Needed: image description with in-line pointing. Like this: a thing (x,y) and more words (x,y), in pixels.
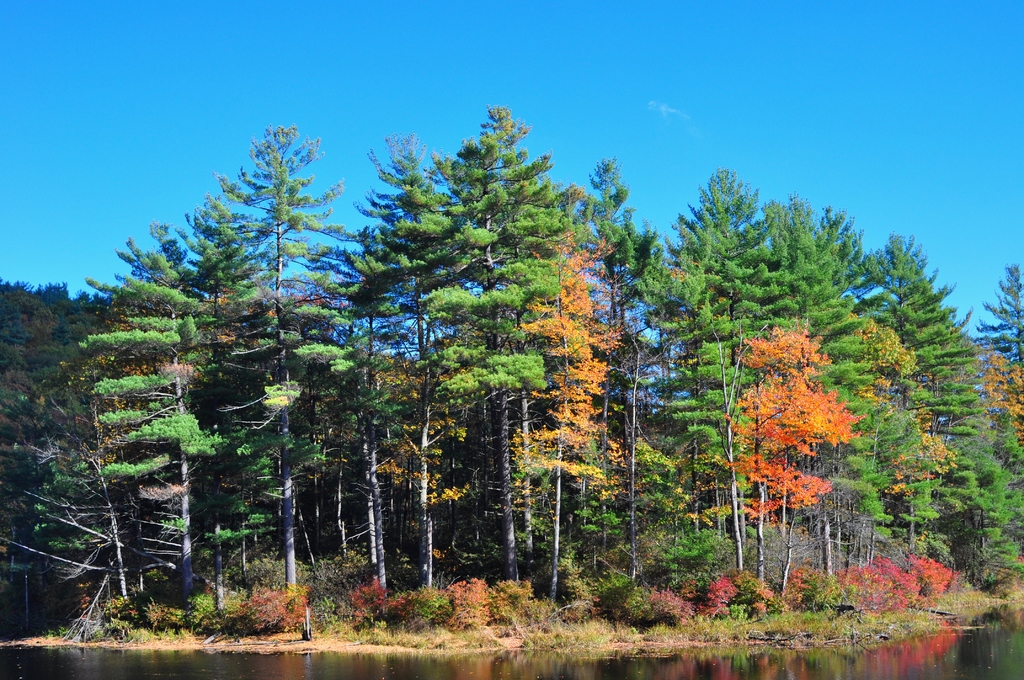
In this image we can see many trees (569,385) and plants (376,598). There is the sky (509,67) in the image. We can see the reflections (592,666) of the trees (425,577) on the water surface (815,672) of the lake (869,667).
